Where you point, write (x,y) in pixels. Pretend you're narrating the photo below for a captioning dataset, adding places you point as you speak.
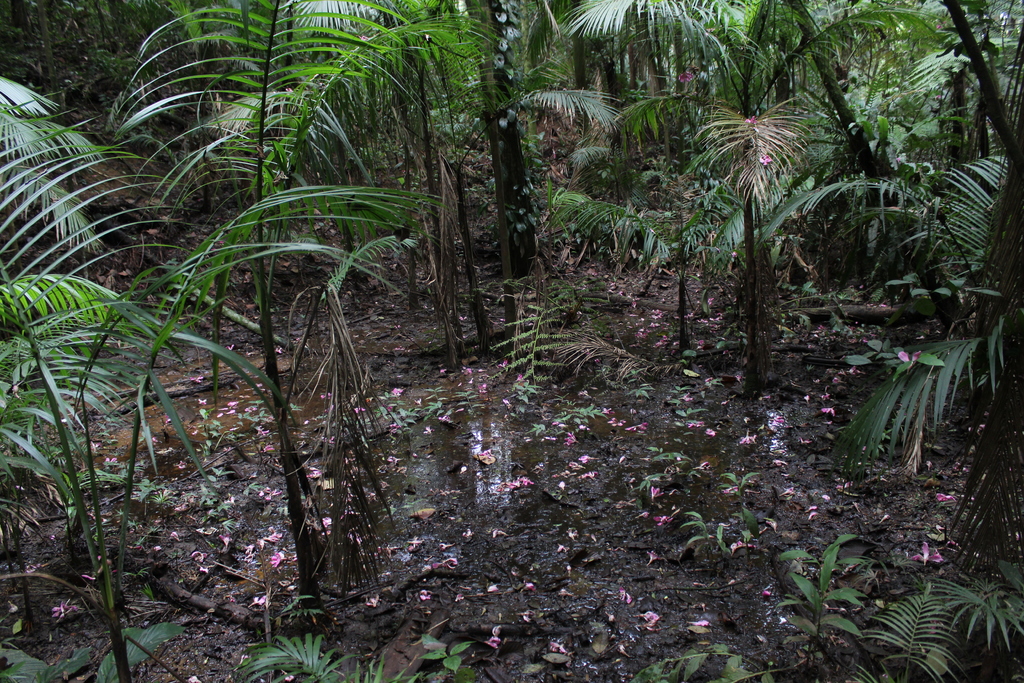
At the bottom of the picture (579,595), we see the plants (822,607), soil (658,607), pink flowers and water (544,414). There are trees (842,183) in the background (777,259).
